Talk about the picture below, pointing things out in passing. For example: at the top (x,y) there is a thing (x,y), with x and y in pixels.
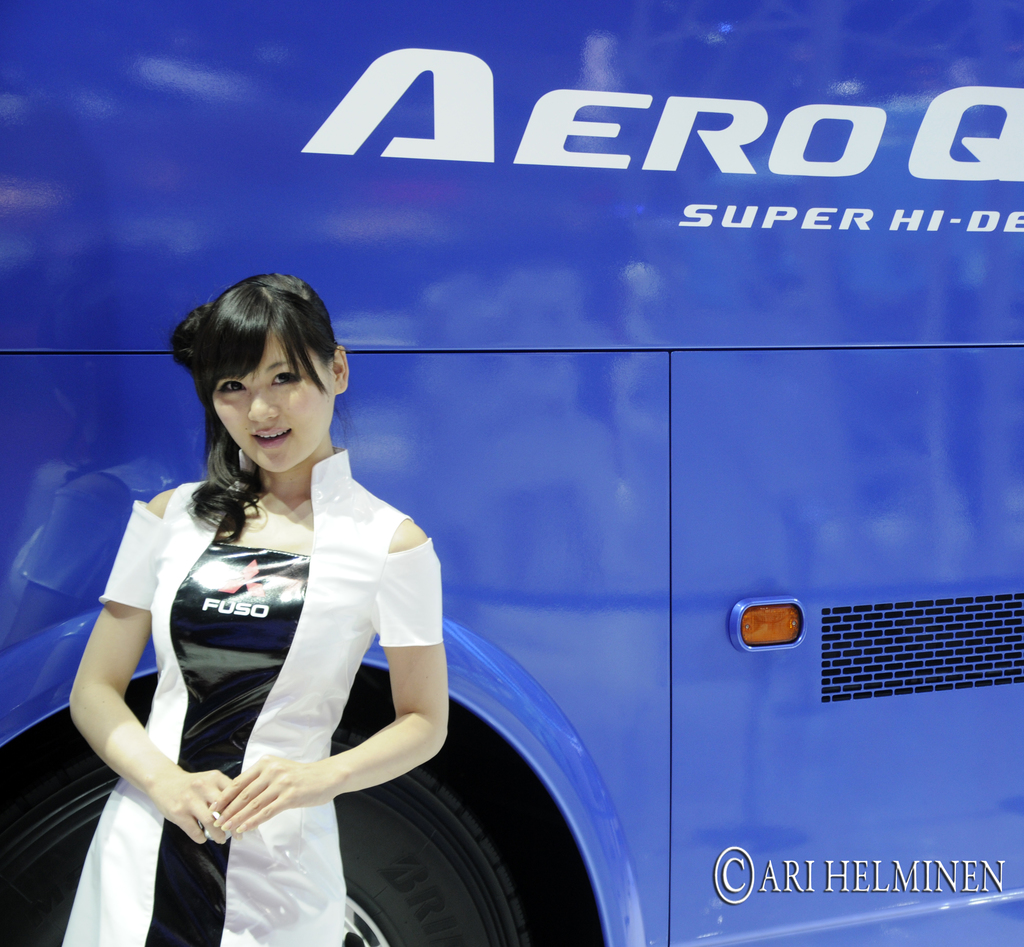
In this image I can see a woman (323,409) is standing on the left side (172,912) and I can see she is wearing a black and white colour dress (229,717). I can also see something is written on her dress (197,567) and behind her I can see a blue colour vehicle (654,587). I can also see something is written on the vehicle (750,82) and on the bottom right side of this image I can see a watermark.
